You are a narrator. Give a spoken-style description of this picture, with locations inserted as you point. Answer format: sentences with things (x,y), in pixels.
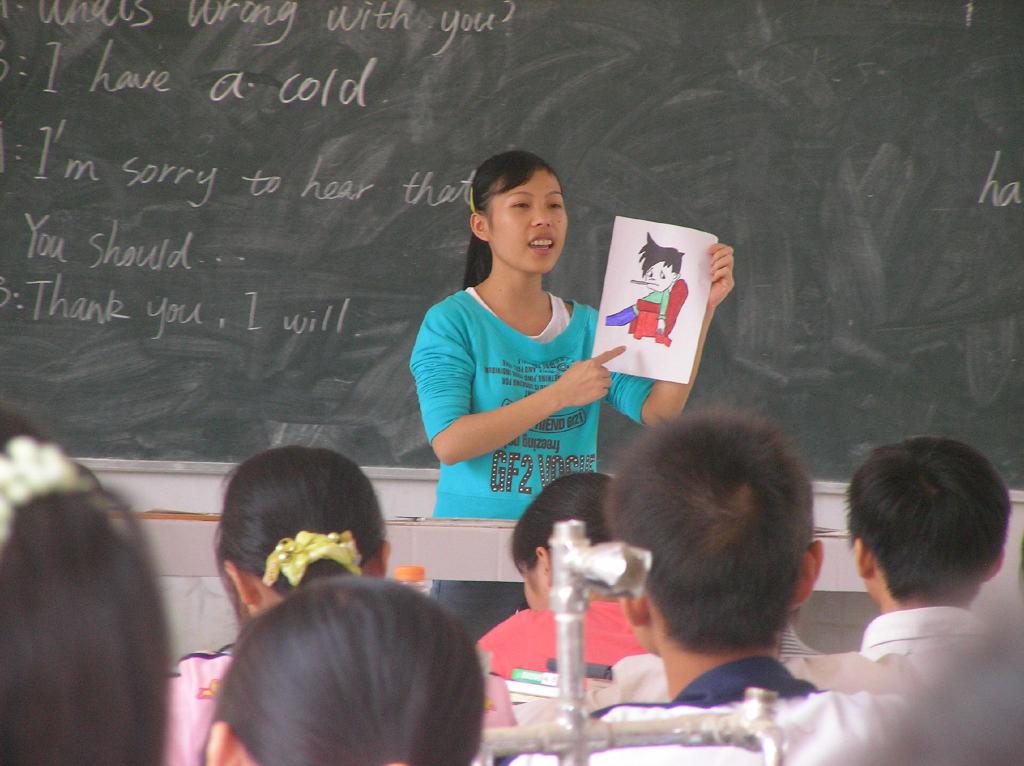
In this image, we can see a woman (500,373) is holding a paper (636,357) and talking. At the bottom (887,515), we can see few people (715,661) are sitting. Here we can see few objects (706,733). Background (861,427) we can see board (811,112). On the board (867,412) we can see some text (39,312). Here we can see painting (640,291) on a paper (667,302).
